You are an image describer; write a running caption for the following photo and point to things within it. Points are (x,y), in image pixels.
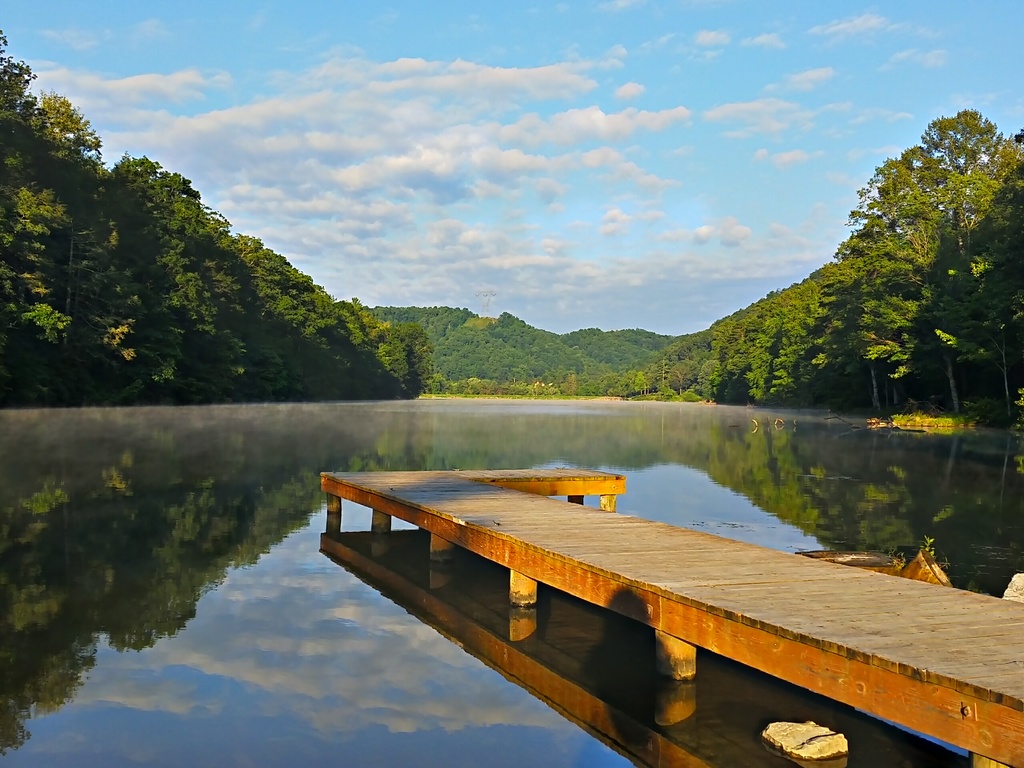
In the center of the image (572,485) we can see one wooden pier (650,581), poles (688,676) and a few other objects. In the background (728,513), we can see the sky (595,274), clouds (660,293), trees (462,366), water (105,417) and a few other objects (941,419).
